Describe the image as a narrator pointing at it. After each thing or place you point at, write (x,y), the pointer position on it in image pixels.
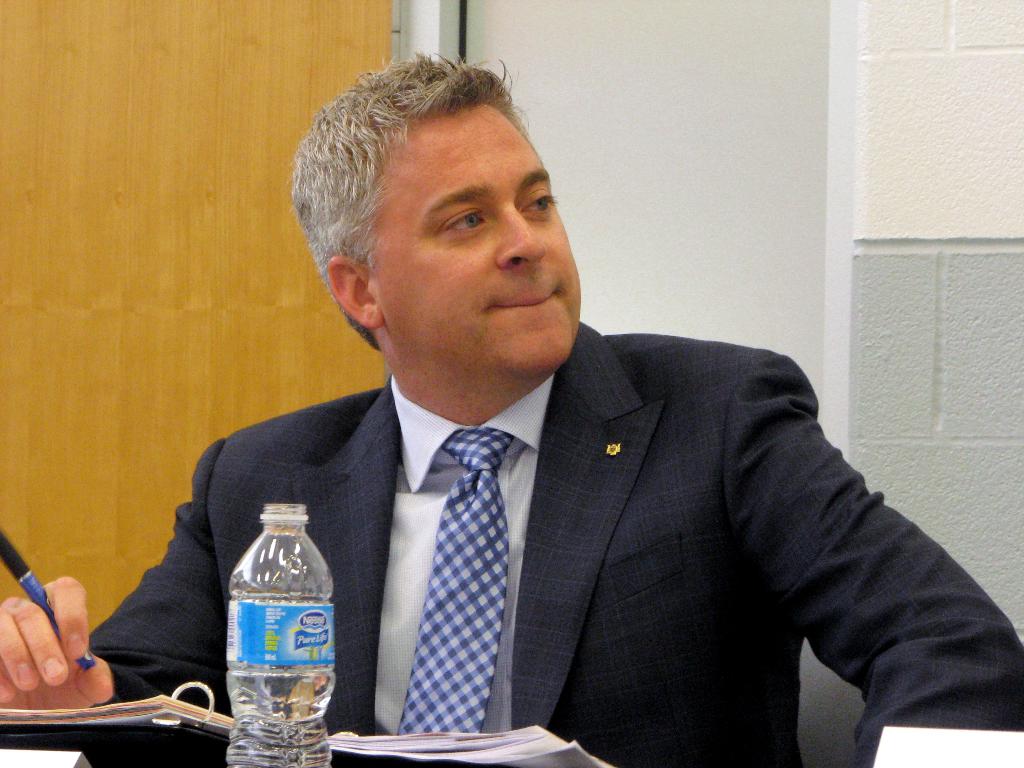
This a picture of a man (37,645) who has grey hair (326,150) and wearing a blue suit (618,465) and tie (475,528) and has a pen (33,596) in his hand (74,625) sitting on the chair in front of the table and on the table (537,746) we have a bottle (264,520) and a file (524,742) with papers (515,732).
